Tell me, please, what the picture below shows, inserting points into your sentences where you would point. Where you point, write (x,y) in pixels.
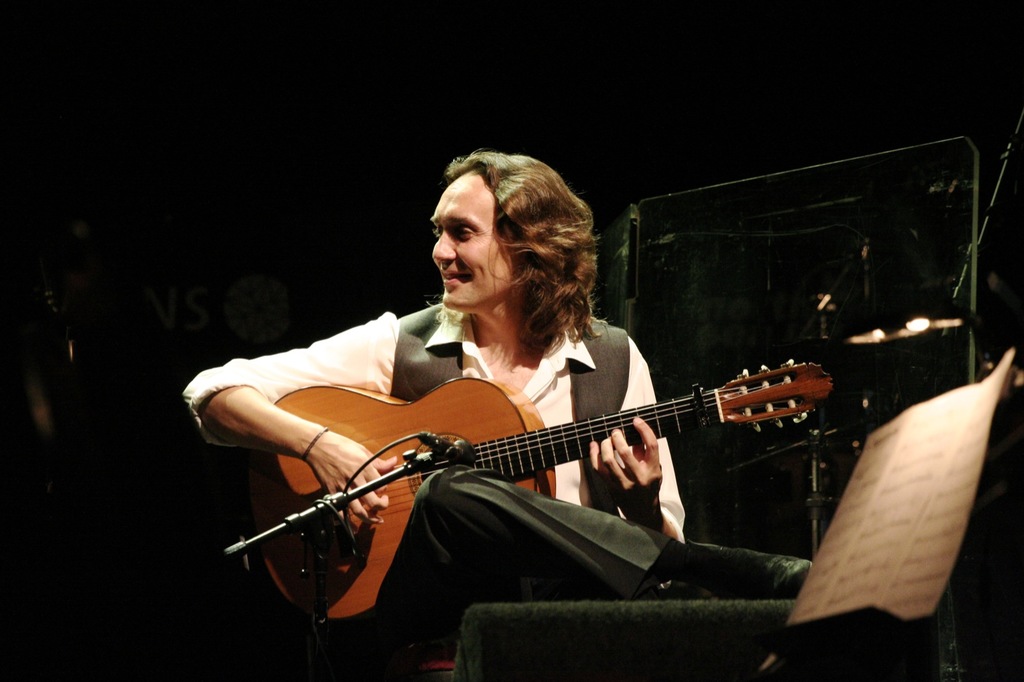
In this image, In the middle (355,416) there is a man (491,533) sitting and holding a music instrument (343,407) which is in yellow color, There is a microphone (461,444) which is in black color.
